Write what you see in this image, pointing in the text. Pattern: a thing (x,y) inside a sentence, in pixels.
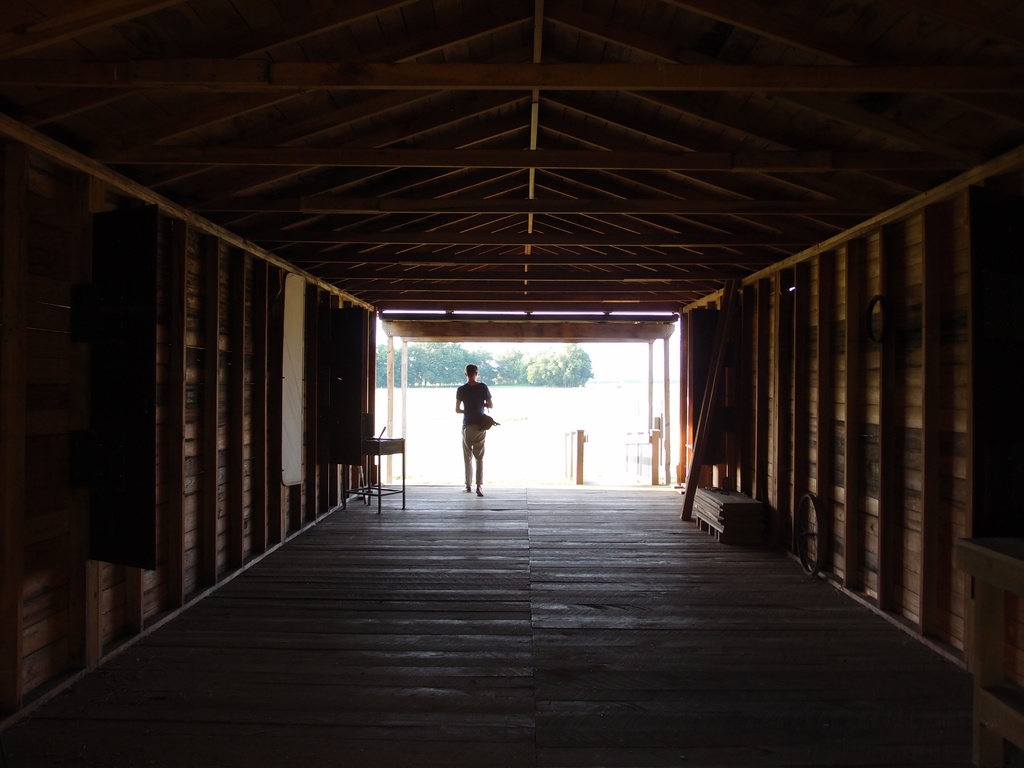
In this image I see a tunnel (349,323) and I see few things (749,525) over here and I see a person (481,436) over here. In the background (419,378) I see the trees (418,358) and it is white over here.
